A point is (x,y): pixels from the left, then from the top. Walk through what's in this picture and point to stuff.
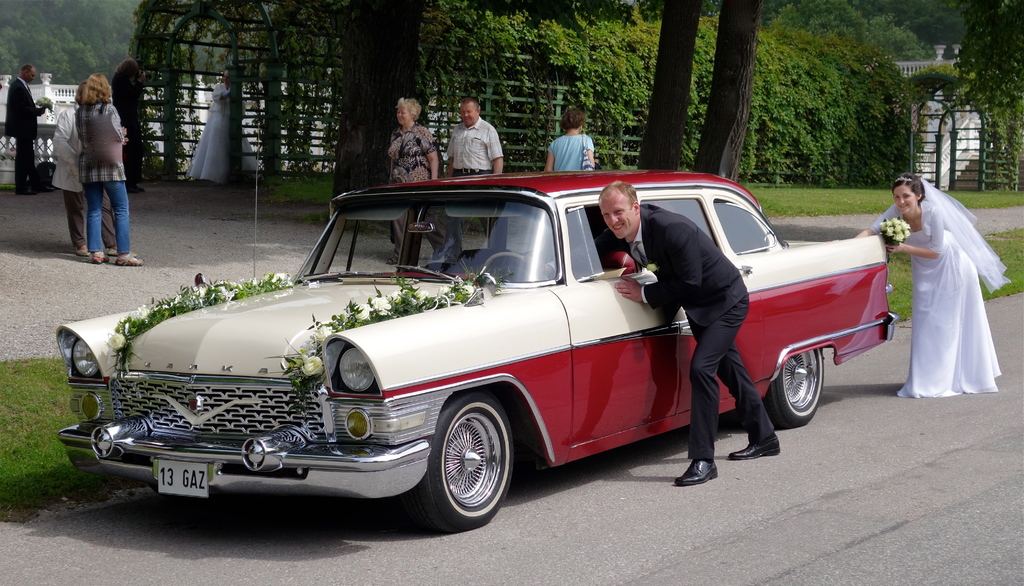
In this picture there is a car (429,389) in the center of the image (496,383) and there is a man (645,241) and a women (927,275) in the image, it seems to be they are pushing the car (752,247) and there are other people (393,143) and greenery (514,102) in the background area of the image (504,62).
